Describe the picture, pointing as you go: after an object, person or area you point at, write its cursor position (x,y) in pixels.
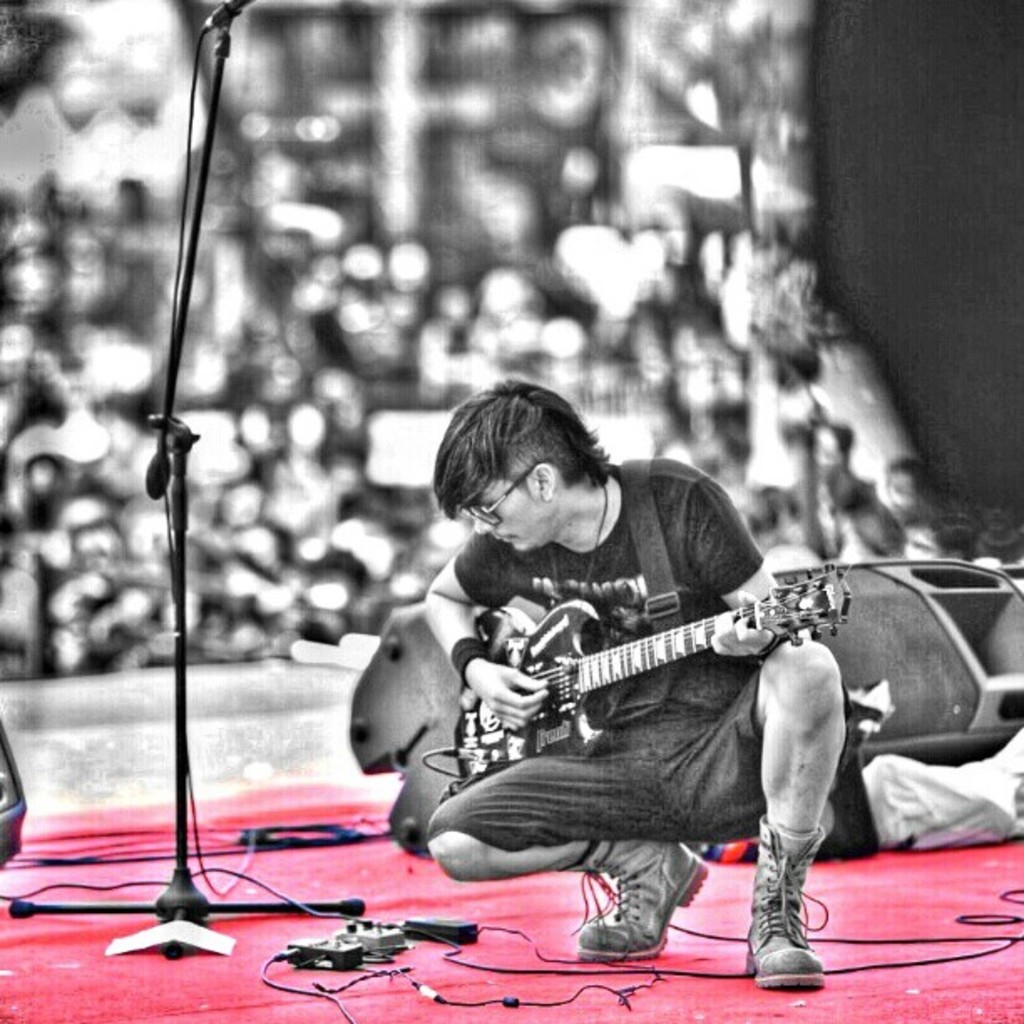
Here a man (600,810) is playing guitar (644,667) on the stage (560,877), beside him there is a microphone (180,305), behind him there are many people (401,386).
